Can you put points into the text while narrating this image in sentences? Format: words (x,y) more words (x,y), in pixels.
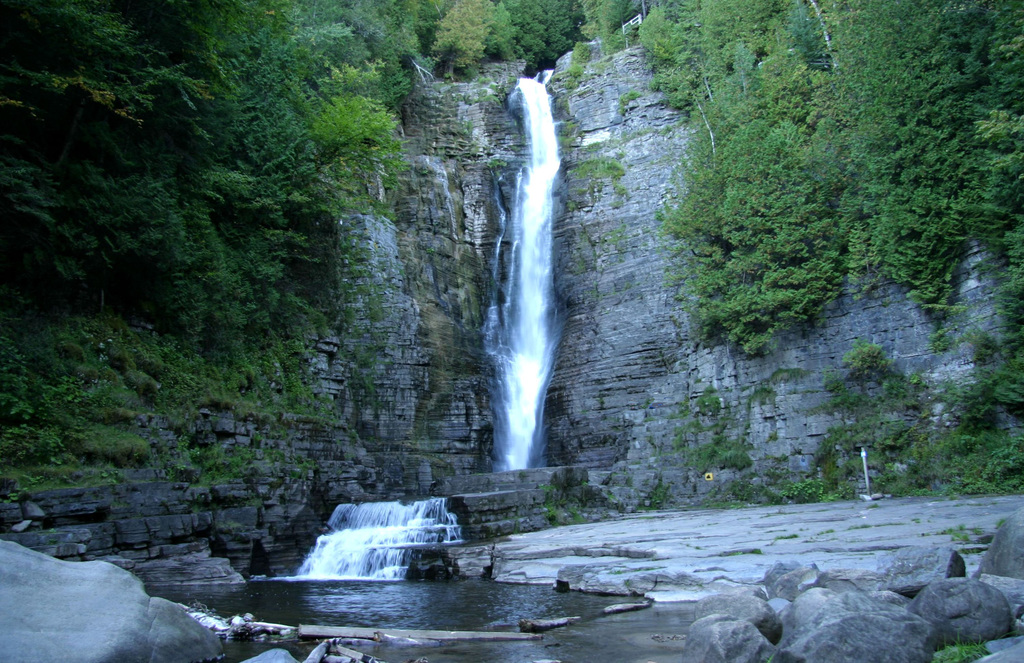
In the foreground of the picture (806,596) there are rocks (820,603), plants (955,661), wooden logs (247,636) and water (378,554). At the top (433,152) there are trees (710,127), plants (861,413), hill (597,294) and a waterfall (518,442).
